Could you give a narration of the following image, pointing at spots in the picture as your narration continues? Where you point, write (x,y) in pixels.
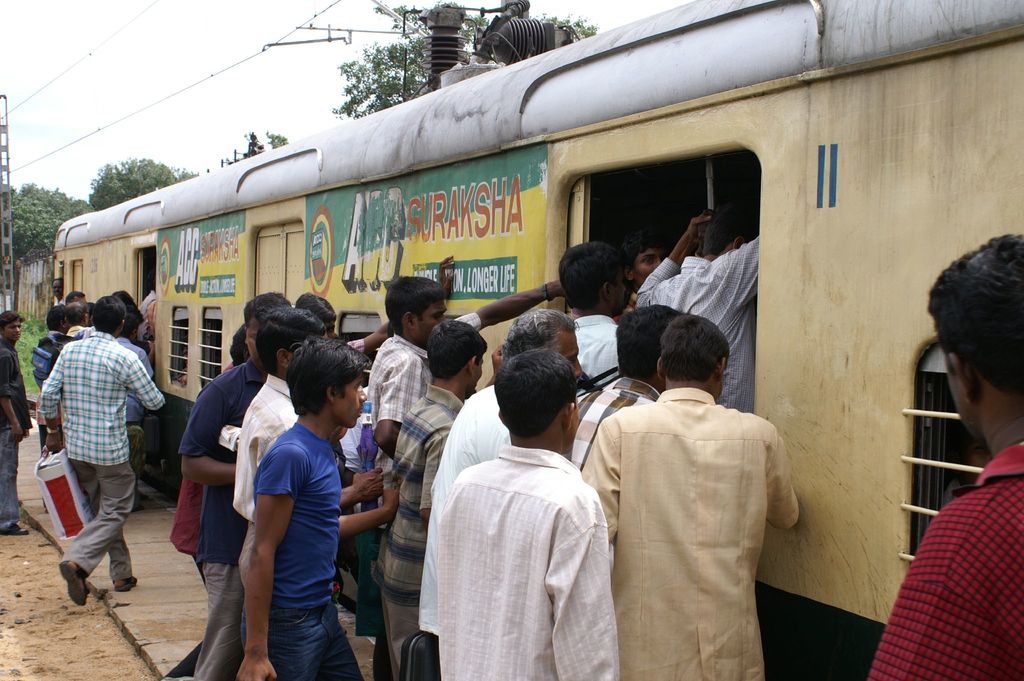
In this image I can see a group of people (330,421) are entering into the train (814,339). At the top (216,65) there are trees (353,65) and there is the sky (208,104).
